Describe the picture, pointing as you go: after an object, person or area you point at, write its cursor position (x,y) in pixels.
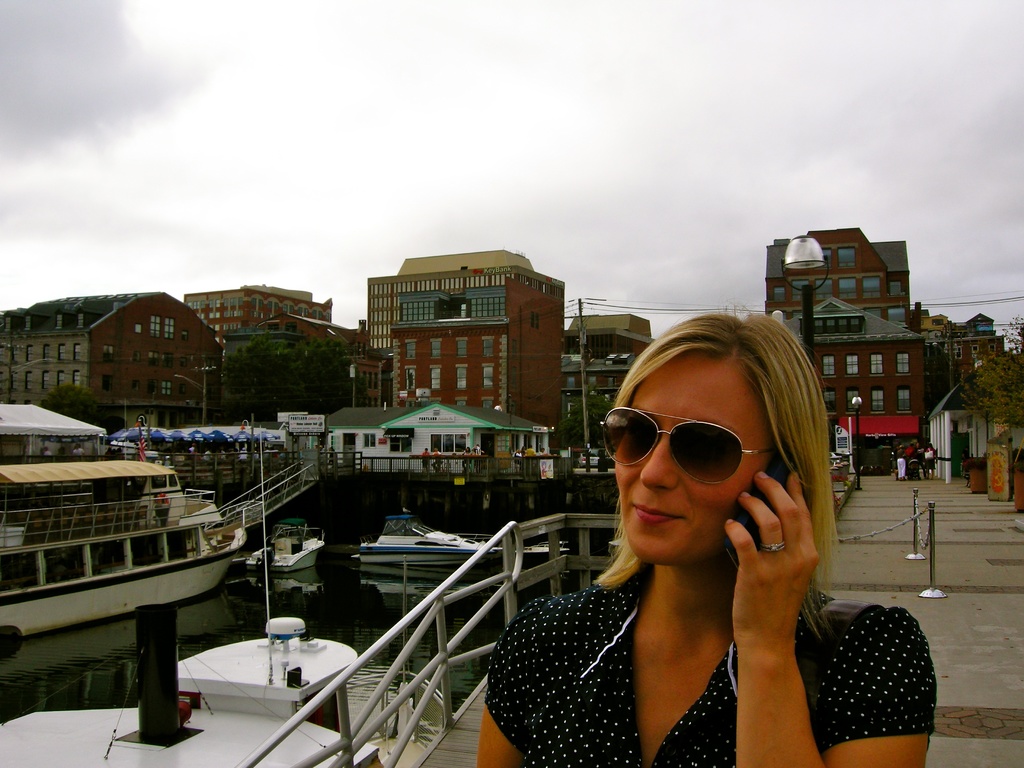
In this image I can see a woman (655,661) wearing black color dress (585,670) is holding a mobile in her hand (763,479). In the background (447,673) I can see the railing (395,628), the water (417,653), few boats (408,547) on the surface of the water (351,596), few buildings (250,298), few trees (285,408), few tents (217,432) which are blue in color and the sky (540,145).
